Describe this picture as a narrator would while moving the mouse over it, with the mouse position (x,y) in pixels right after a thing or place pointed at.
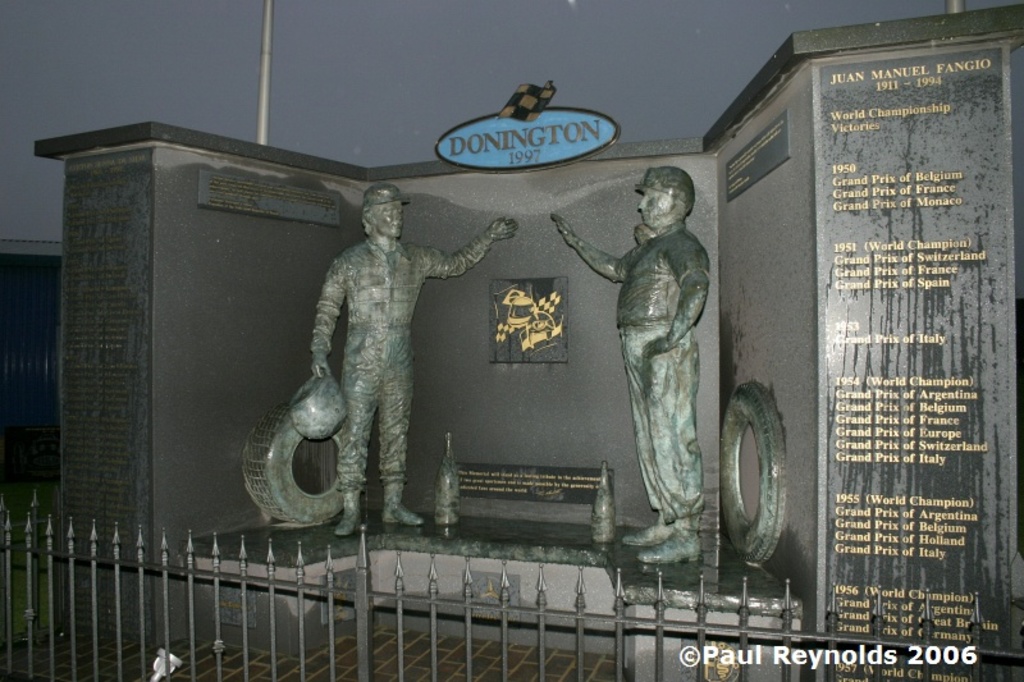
In this image, we can see some statues (400,337). We can also see the wall (854,300) with some text (900,553) written. We can see the ground (138,646) and the fence (152,654). We can also see a white colored object (158,667). We can see a pole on the left (260,109) and a pole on the right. We can also see the sky (435,49). We can see an object (18,314) on the left (51,441).
